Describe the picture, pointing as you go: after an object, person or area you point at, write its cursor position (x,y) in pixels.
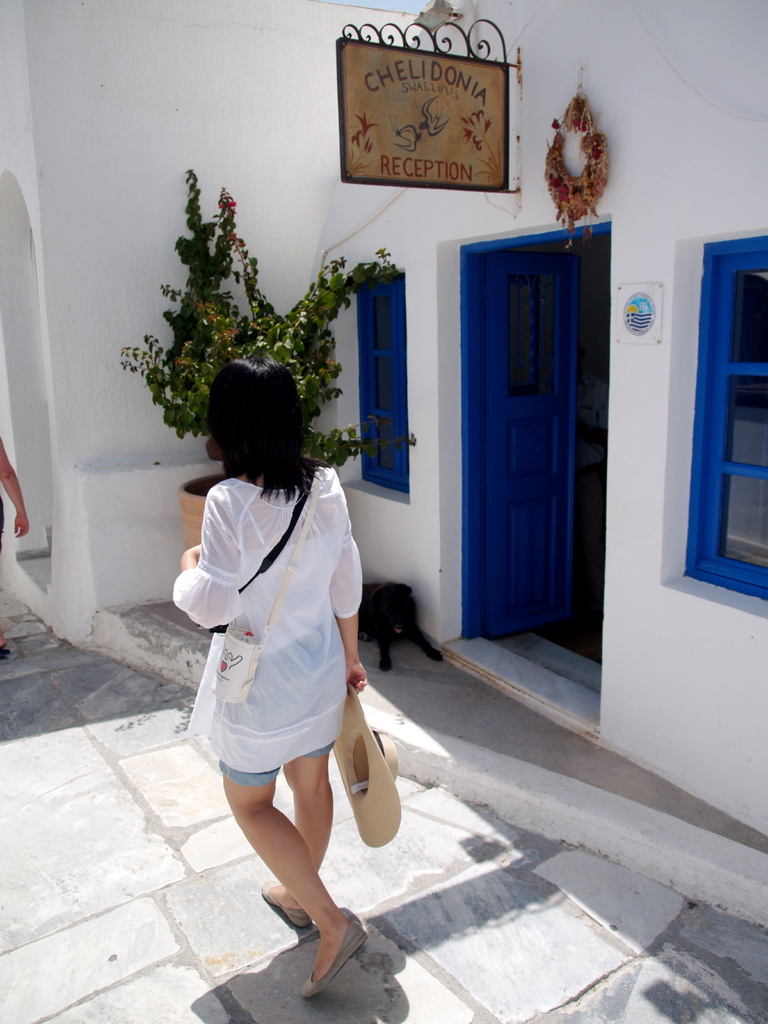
In this picture we can see a woman (276,705) is walking and holding a cap (350,781), on the right side (554,711) there is a house (602,674), we can see a board (481,184) and a plant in the middle (315,350), on the left side (17,524) there is another person (9,487), we can see windows (744,475) and a door (491,381) of this house (548,354).
